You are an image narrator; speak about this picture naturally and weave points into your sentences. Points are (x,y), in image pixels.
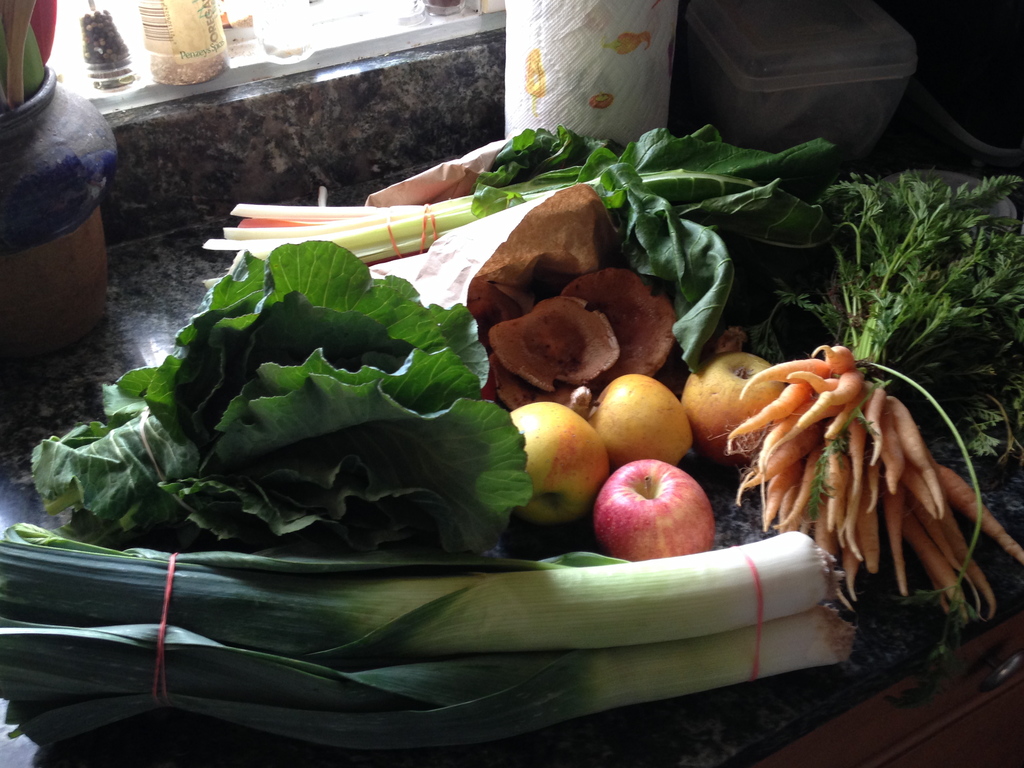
In this image in the center (342,293) there are some vegetables (770,517), carrots (840,444) and some leafy vegetables (652,221). In the background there are some bottles (166,54). At the bottom (930,718) there is cupboard (909,729).
